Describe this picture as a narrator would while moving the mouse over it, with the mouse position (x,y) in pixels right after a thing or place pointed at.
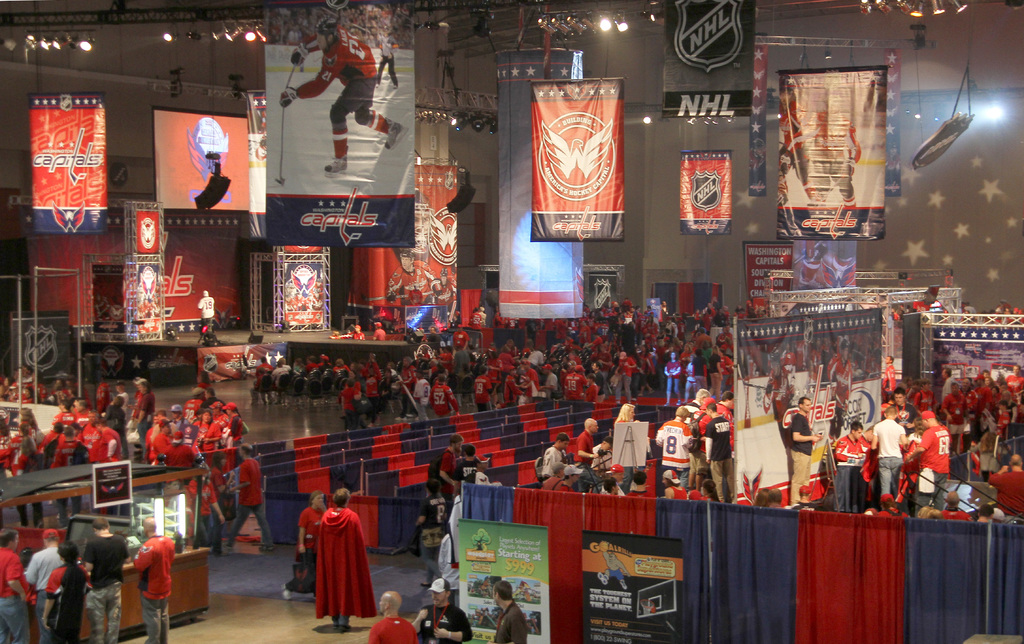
In this picture there are people (465,371) on the right (717,483) and left side of the image (202,290), there are stages (102,352) on the right (791,343) and left side of the image (170,255), there are posters (383,31) and spotlights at the top side of the image (508,214), it seems to be there is a huge crowd (687,372) in the image.
